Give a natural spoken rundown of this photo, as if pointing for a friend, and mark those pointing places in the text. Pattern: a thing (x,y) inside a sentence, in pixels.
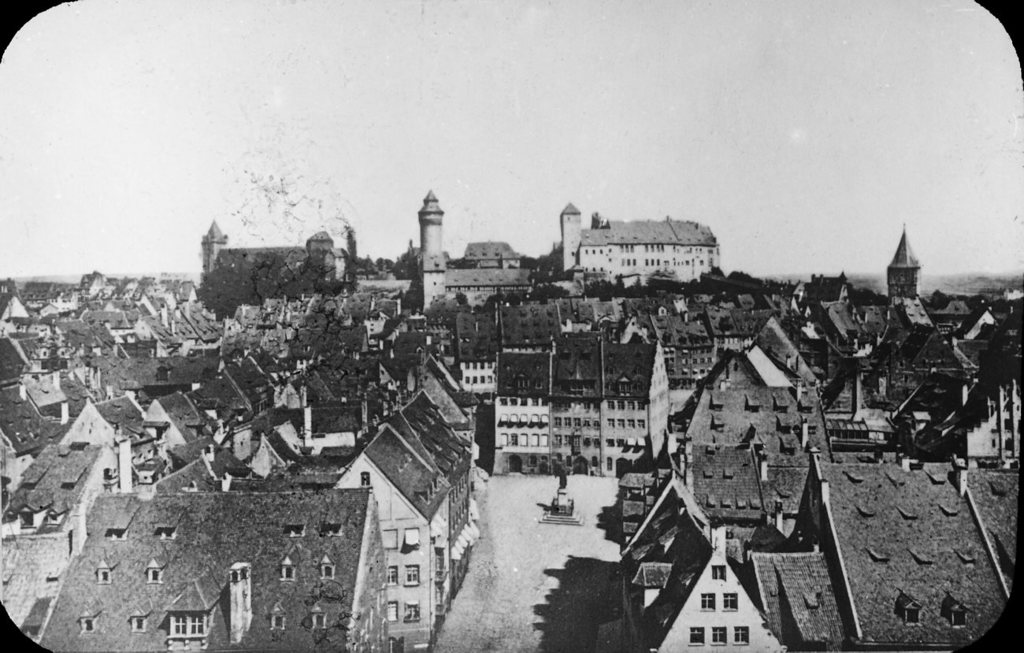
This is a black and white image. In this we can see statue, road (511,555), buildings (426,504), castle (484,280) and sky (546,123).
